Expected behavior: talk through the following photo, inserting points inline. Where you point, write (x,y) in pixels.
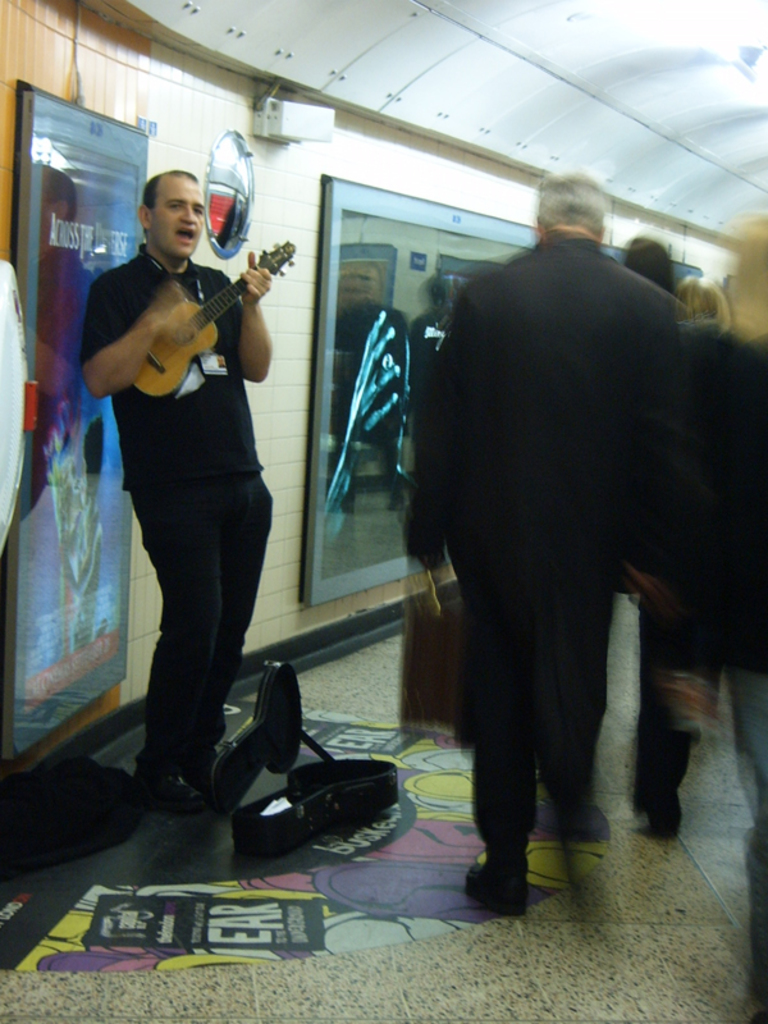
In this image there are group of persons (533,492) walking at the right side of the image (532,402) and at the left side of the image (220,726) there is a person (175,676) wearing black color dress (165,715) playing guitar (170,369).
